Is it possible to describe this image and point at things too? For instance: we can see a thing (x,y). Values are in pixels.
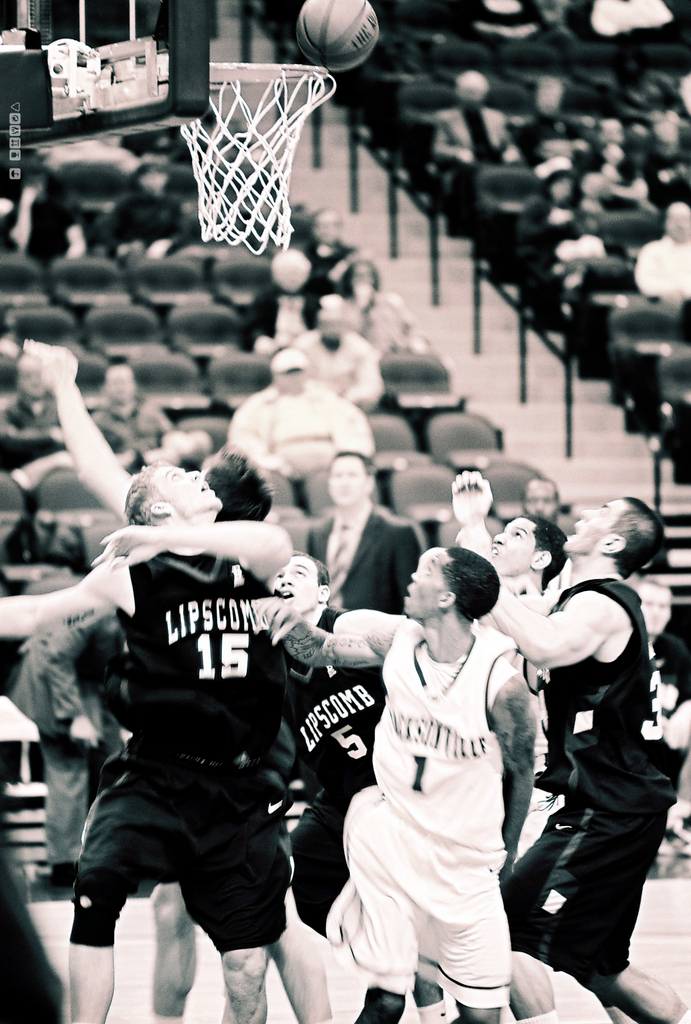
In the image there are a group of players (357,735) under the net (277,240) of a basket ball (344,49) and the ball (338,55) is above the net (239,84), the background of the players (362,709) is blur.
